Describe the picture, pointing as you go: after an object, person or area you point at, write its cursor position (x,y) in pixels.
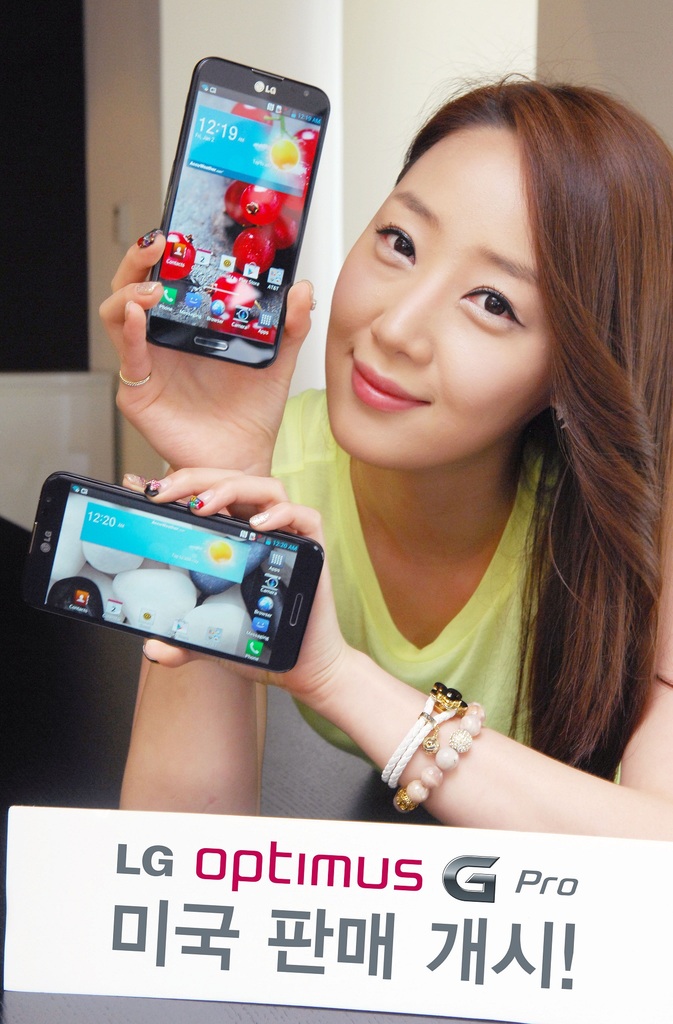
In this image, a woman (529,115) is leaning and holding two mobiles (184,544) in her hands (319,526) and having a smile (381,383) on her face (419,408). In the bottom (102,830), a board (77,818) is there of LG optimus. The background walls (226,19) are white in color. And a window (65,68) is visible at a left top. This image is taken inside a house (80,335).
